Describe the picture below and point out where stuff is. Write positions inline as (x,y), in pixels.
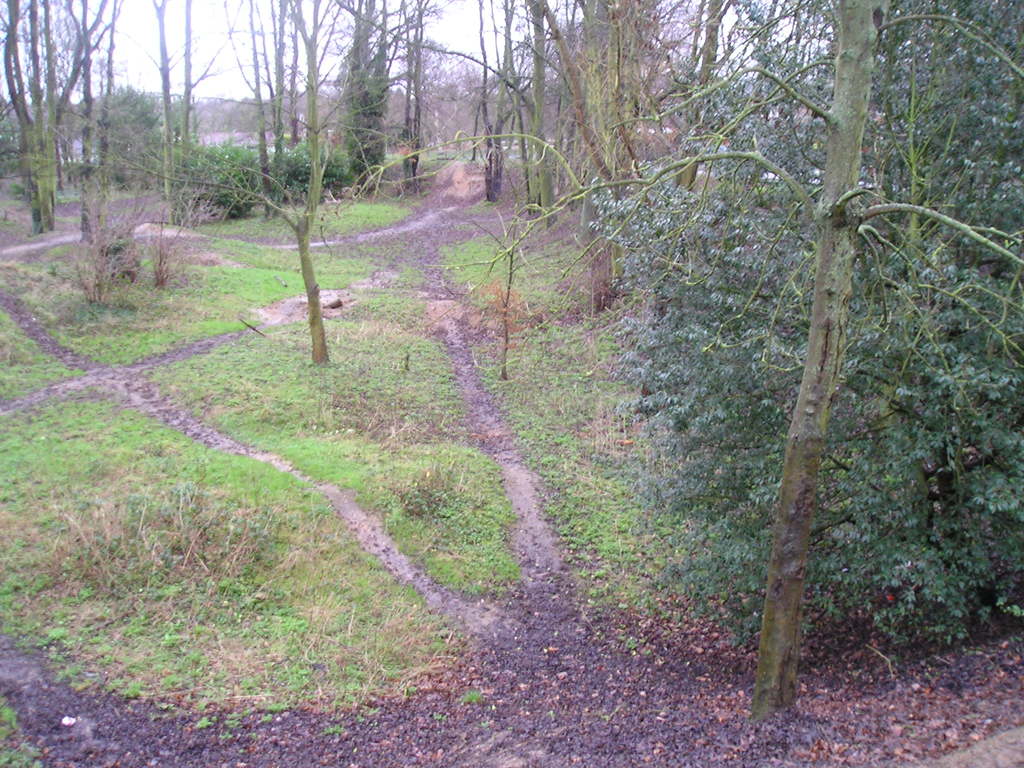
In this image, we can see so many trees (121,163), plants (712,372) and grass (408,513). Background (323,69) there is a sky (456,41).
